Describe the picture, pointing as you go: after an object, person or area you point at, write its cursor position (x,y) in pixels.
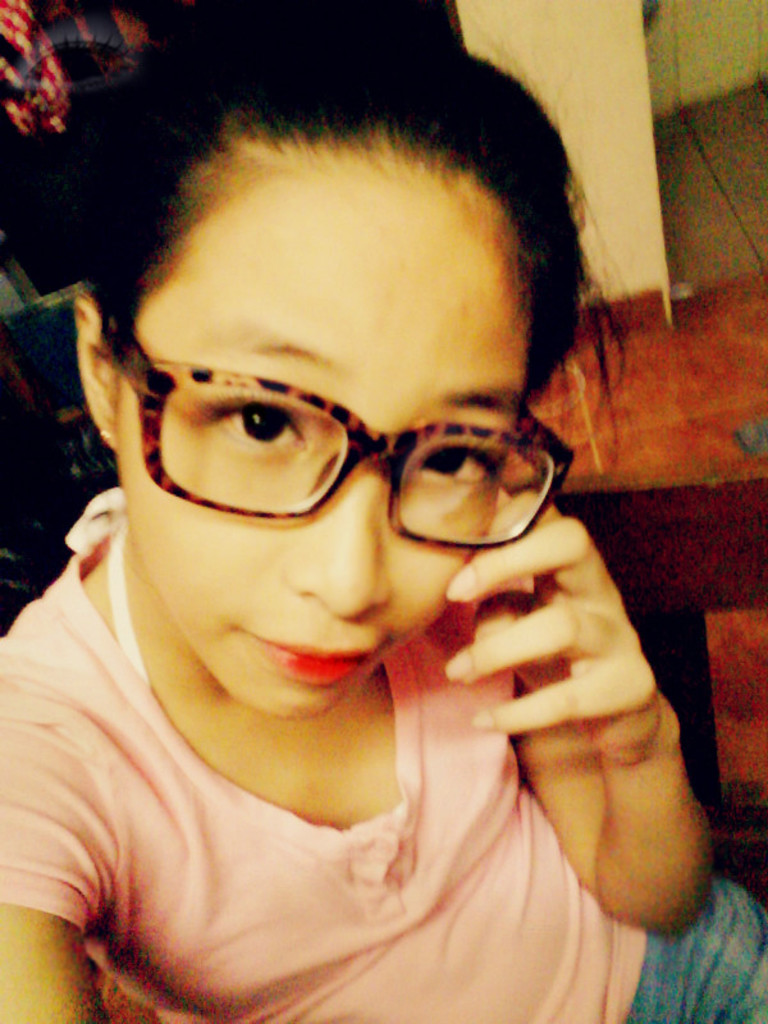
In the center of the image (378,473) we can see a lady (462,728) sitting on the chair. She is wearing glasses (242,441). In the background (570,75) there is a wall (602,178).
